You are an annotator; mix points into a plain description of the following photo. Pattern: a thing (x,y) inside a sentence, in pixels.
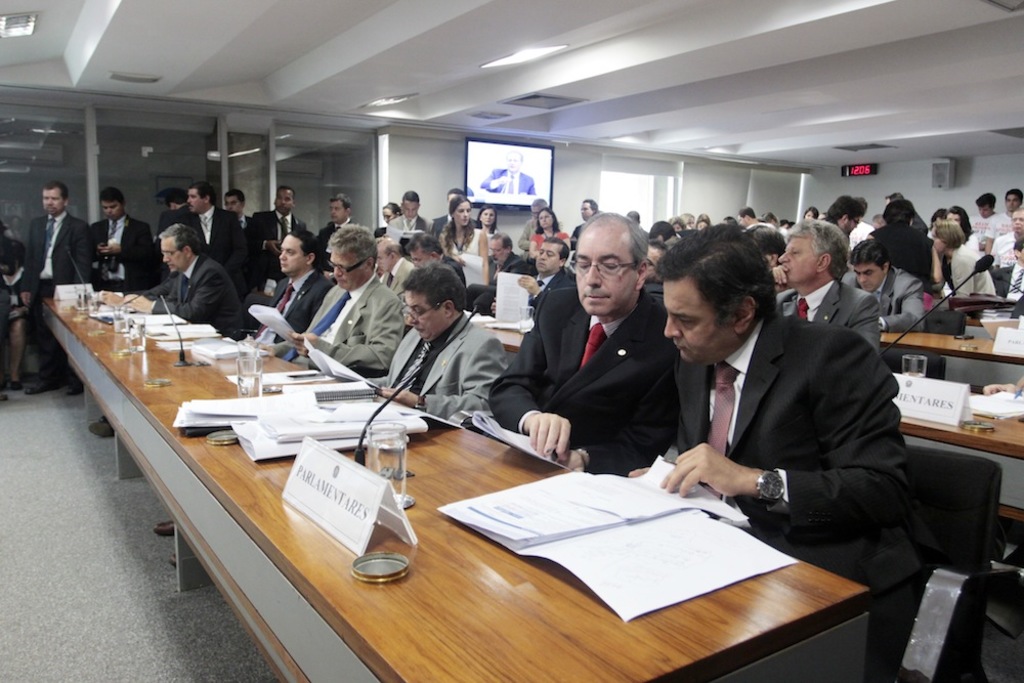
There are group of people (847,237) in a meeting room (8,510).
